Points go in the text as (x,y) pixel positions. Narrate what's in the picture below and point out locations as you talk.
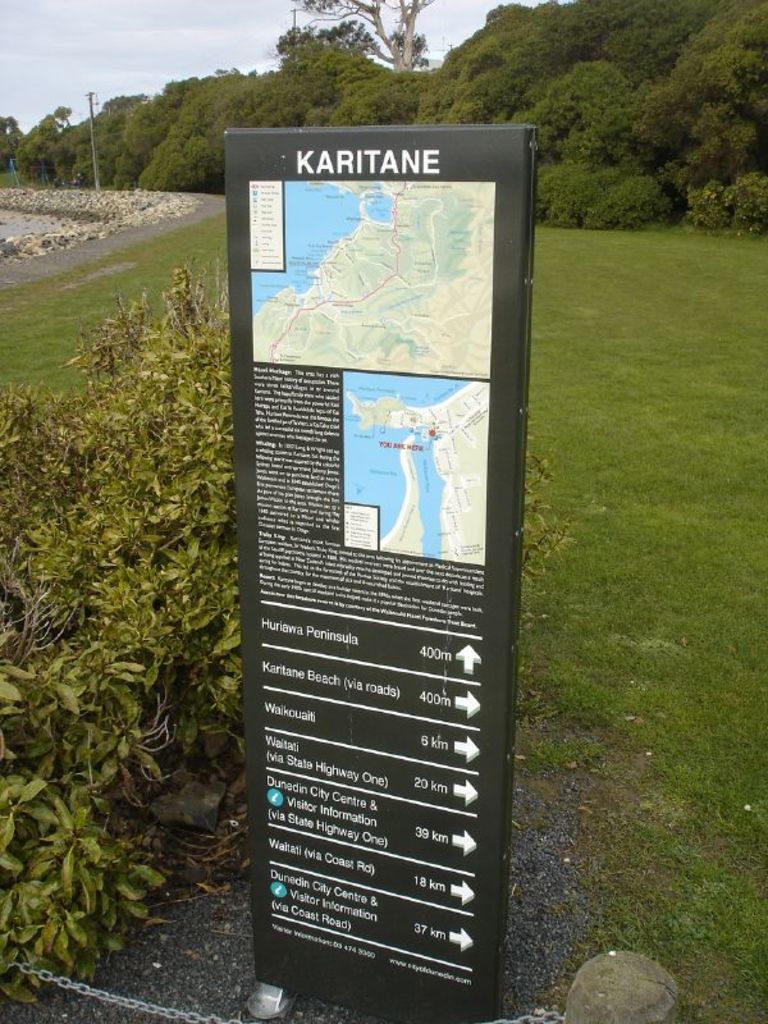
In this image there is a route map board (471,365), grass (671,364), plants (221,412), and in the background (68,204) there are rocks (113,219), pole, trees (187,140), sky (100,44).
